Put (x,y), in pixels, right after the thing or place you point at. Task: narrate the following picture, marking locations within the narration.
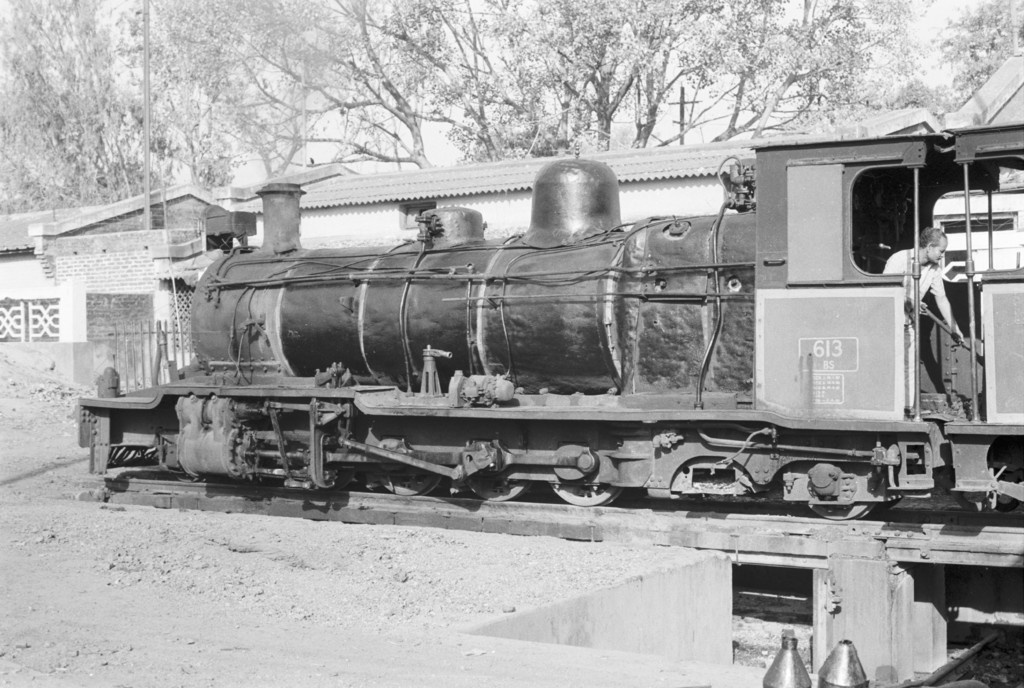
This is a black and white image, in this image there is a train (668,378) on a track (528,523), in the background (86,213) there are sheds (472,201) and trees (89,82).
